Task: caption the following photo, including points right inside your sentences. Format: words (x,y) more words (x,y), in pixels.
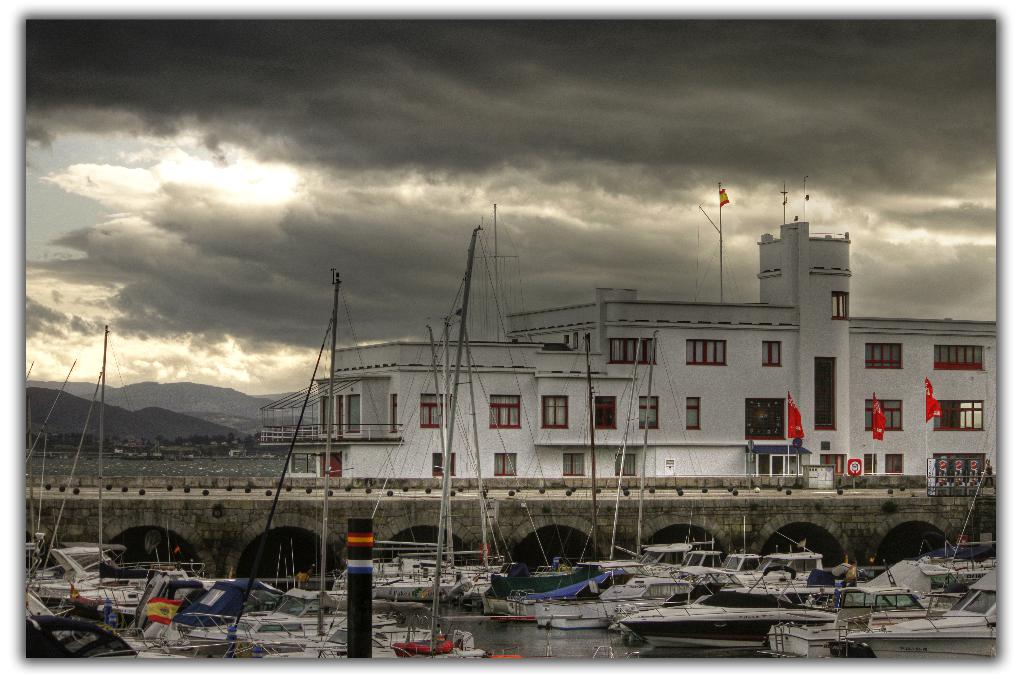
In the foreground of the image (530,576) we can see group of boats (397,576) with poles (481,485) and cables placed in water (602,636). In the center of the image (362,420) we can see a bridge (775,509) with some flags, building (531,421) with windows (342,416), railing (349,432). In the background (182,404), we can see group of mountains (183,386) and the cloudy sky (452,185).
